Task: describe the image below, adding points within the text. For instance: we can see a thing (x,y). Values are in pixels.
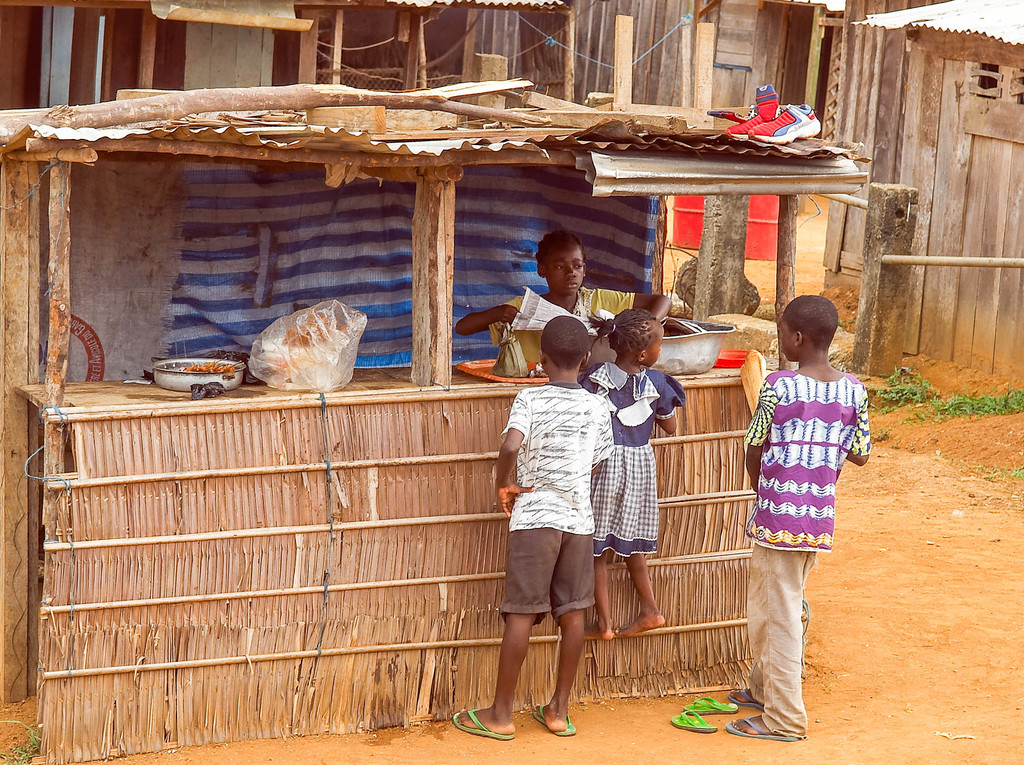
In the picture we can see a wooden shop (260,445) and a boy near the desk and some eatable items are placed on it and some children (790,577) are buying and besides, we can see some wooden houses (906,136) and some grass plants (940,411) to the path (914,516).
